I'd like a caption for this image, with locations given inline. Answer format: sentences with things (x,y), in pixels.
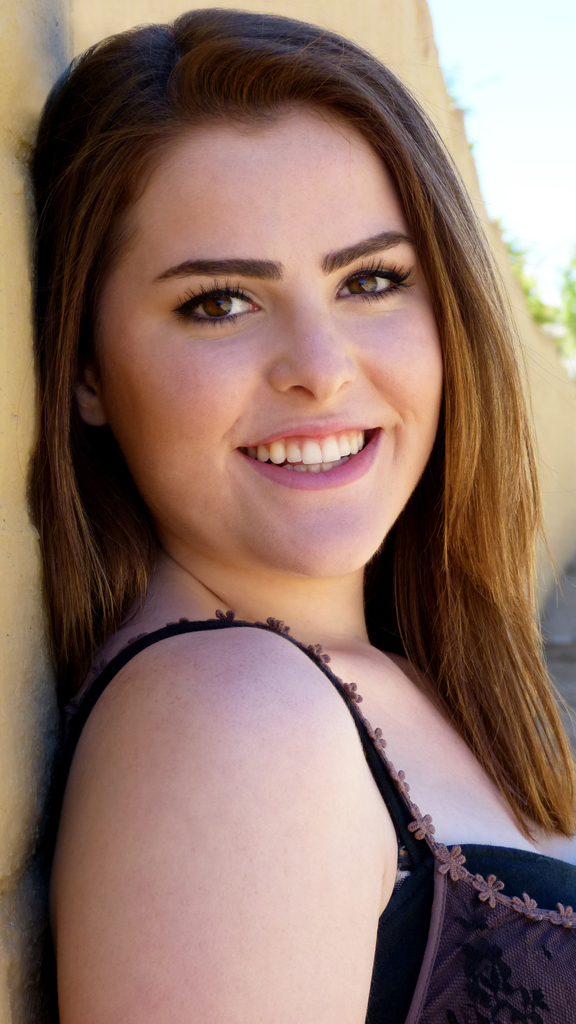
Here we can see a woman (174,579) and she is smiling. There is a blur background (560,638).
